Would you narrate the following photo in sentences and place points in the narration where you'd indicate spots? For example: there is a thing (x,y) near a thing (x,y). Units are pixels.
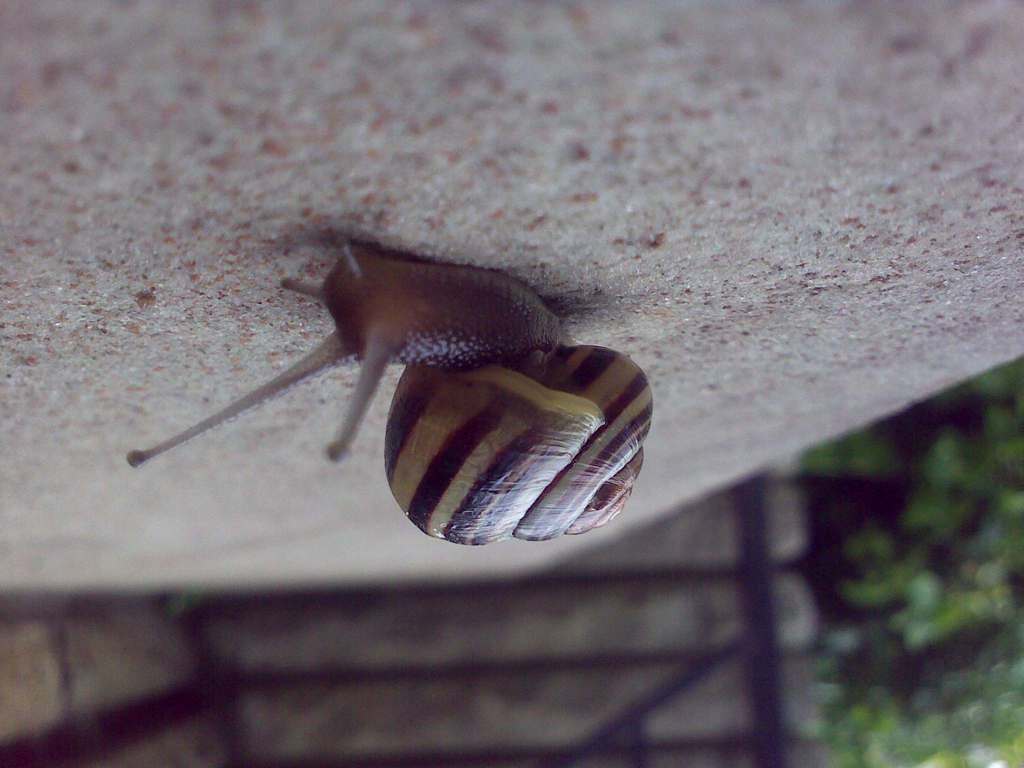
In this image we can see the snail (503,435), floor (667,247), in the background (770,576) we can see the fence (654,693) and greenery (880,658).
